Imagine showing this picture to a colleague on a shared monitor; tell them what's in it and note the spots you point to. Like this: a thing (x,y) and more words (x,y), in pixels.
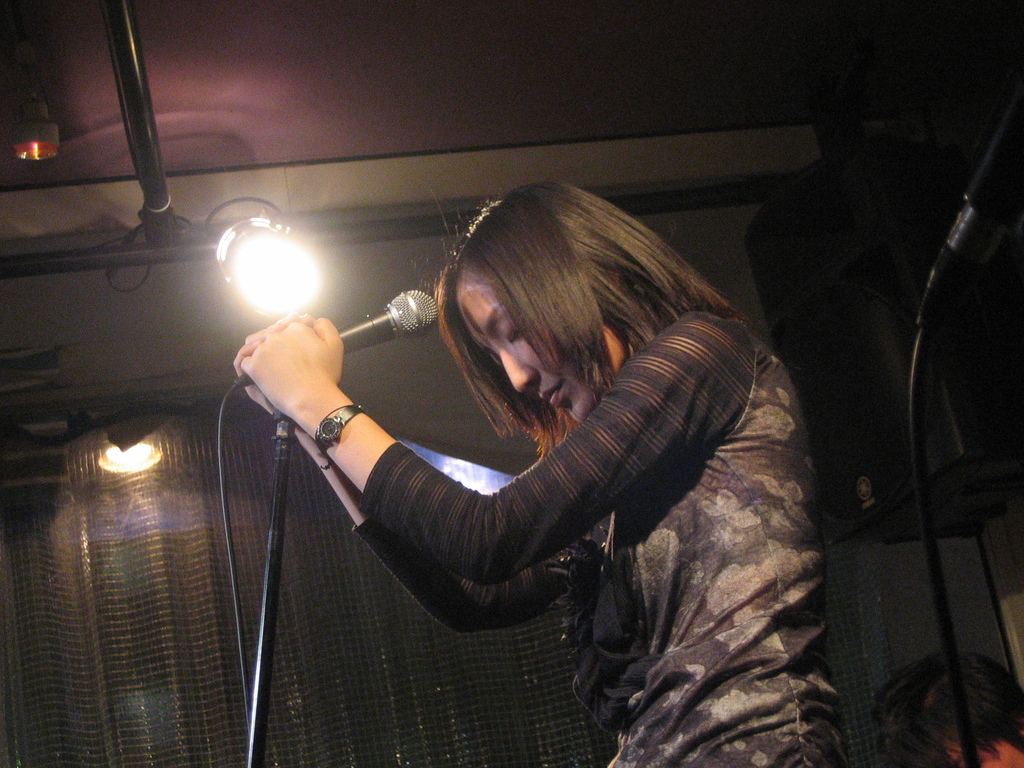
In this image I can see a person (630,441) standing and holding the mic (377,320). In the back (296,257) there is a light (249,228) and to the back of her there is a sound box (880,256). And there is also a person's head (982,699) can be seen. To the left (142,590) there is a net (299,663).
